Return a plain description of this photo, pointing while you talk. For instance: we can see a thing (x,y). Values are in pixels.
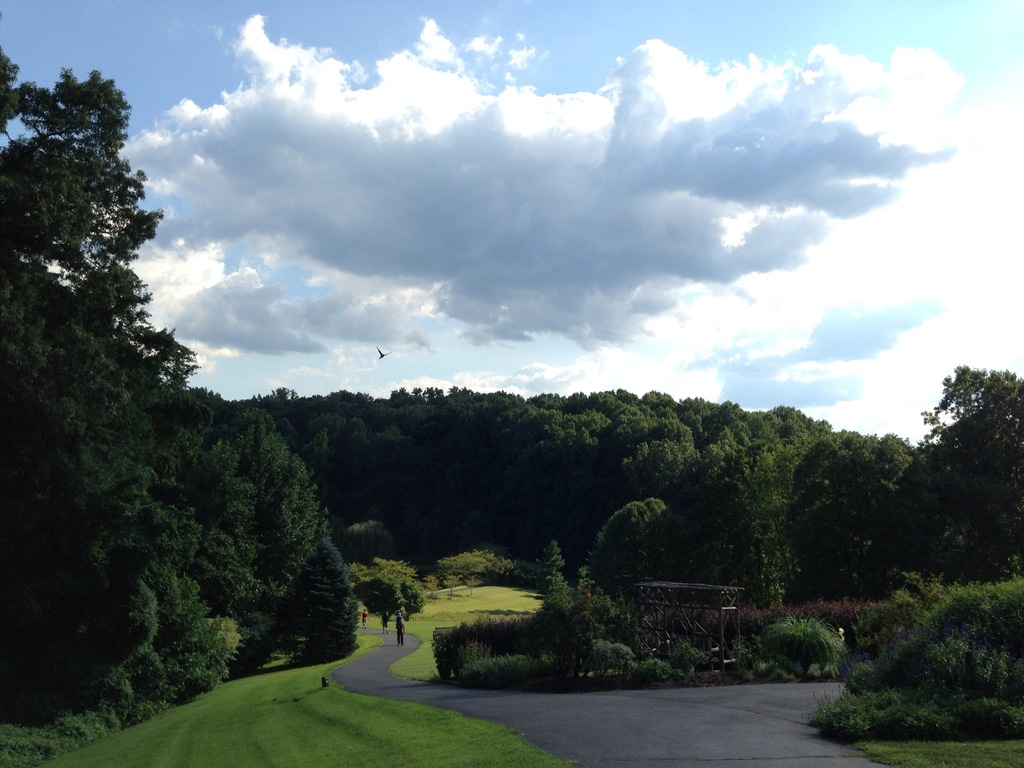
In the image I can see the view of a place (454,546) where we have some trees (318,514), plants (99,682) and some people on the road (720,738).
